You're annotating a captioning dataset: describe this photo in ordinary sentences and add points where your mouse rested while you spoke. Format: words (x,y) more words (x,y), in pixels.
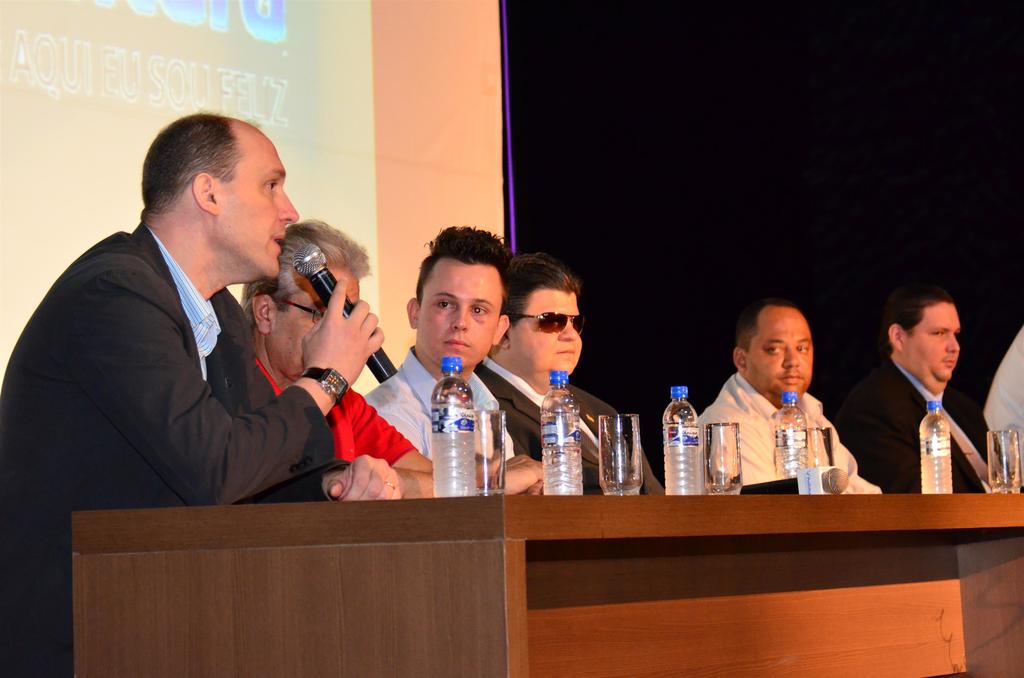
In this image there is a table (751,511) on that table (965,500) there are water bottles (461,465), glasses (997,463), behind the table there are few people (540,451) sitting on chairs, one person (299,427) is holding a mic (330,289) in his hand (349,328), in the background (36,39) there is a banner (81,82) on that banner (155,71) there is some text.
